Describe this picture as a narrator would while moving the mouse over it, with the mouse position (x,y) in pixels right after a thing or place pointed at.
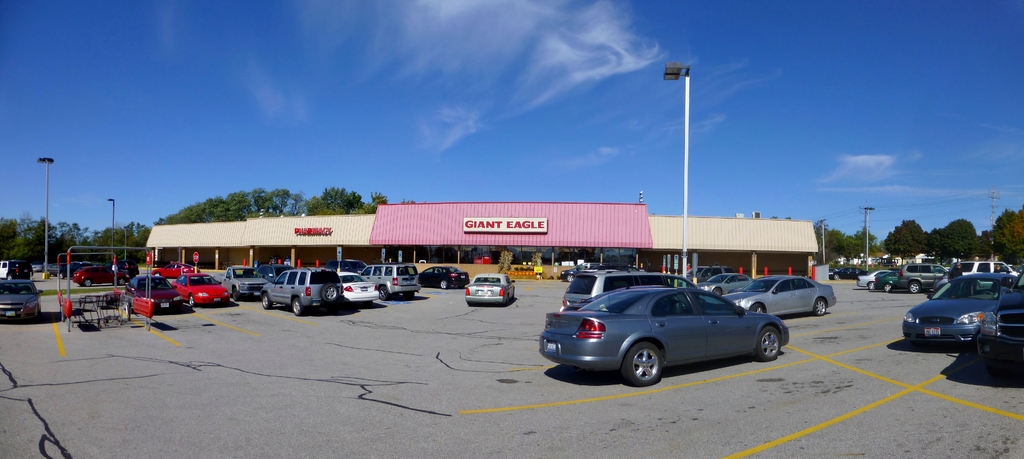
Here we can see cars (1009,369), shopping carts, poles (149,330), trees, boards (340,247), and a store (714,251). In the background (622,140) there is sky (748,119).
